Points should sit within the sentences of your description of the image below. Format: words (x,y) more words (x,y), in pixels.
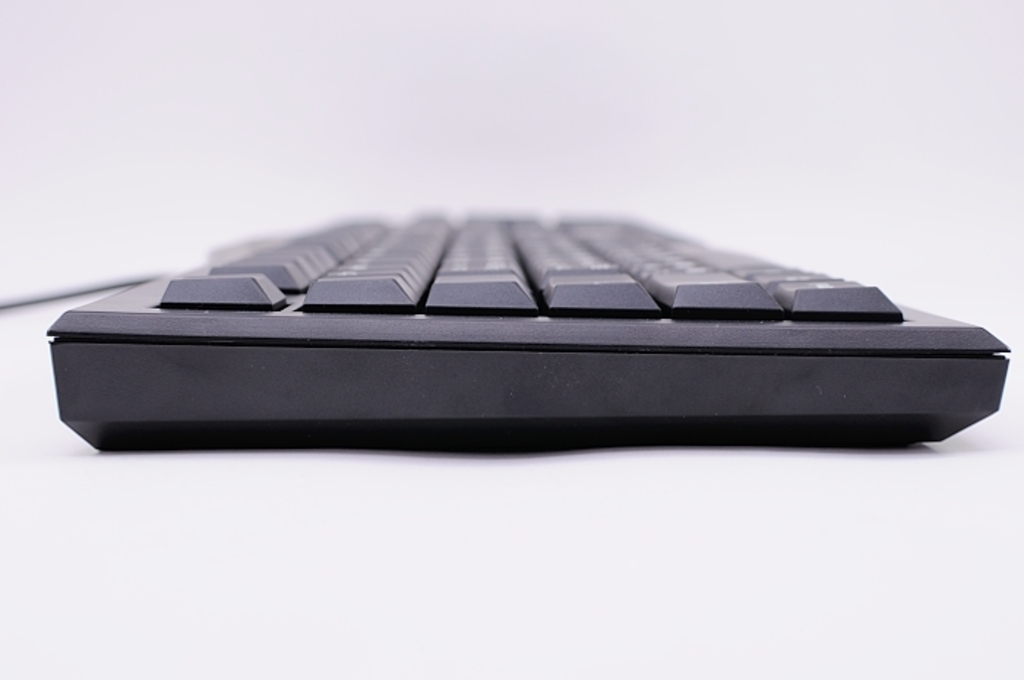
Here in this picture we can see a black colored keyboard (78,378) present on the table (722,525) over there.
